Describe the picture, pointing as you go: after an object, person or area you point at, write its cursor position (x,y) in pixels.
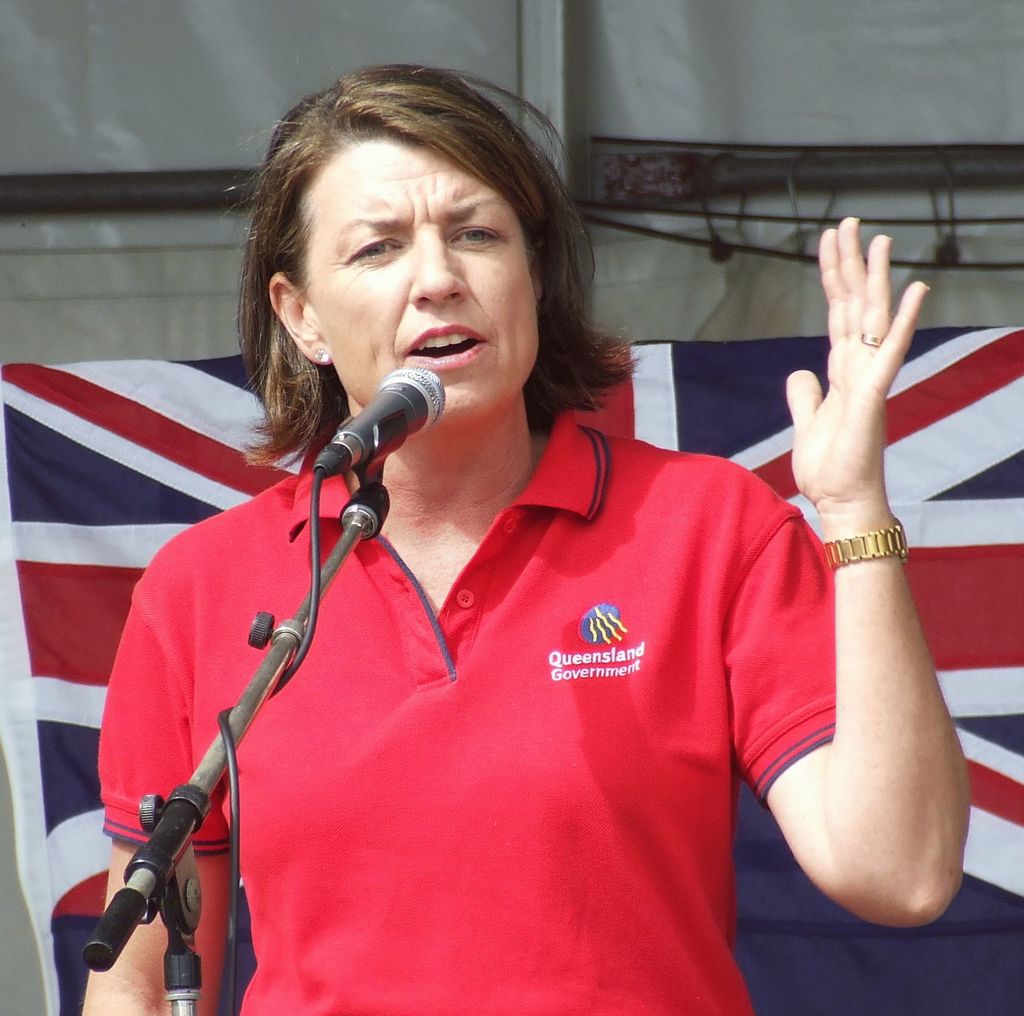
There is a woman (454,763) standing and talking, in front of her we can see microphone (408,406) with stand (184,952), behind her we can see flag (752,441), rods (705,189) and cable (1007,219).
